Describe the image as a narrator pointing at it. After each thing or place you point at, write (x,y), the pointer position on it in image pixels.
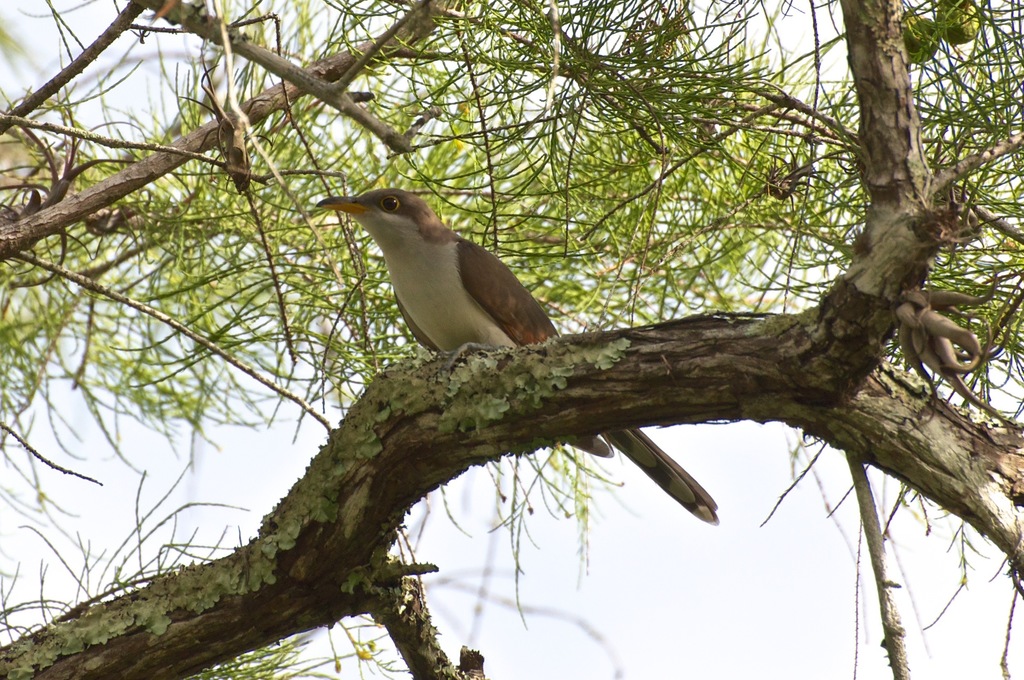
In this image there is a tree (299,285), on that tree (498,415) there is a bird (474,260), in the background (681,644) there is the sky (708,534).
